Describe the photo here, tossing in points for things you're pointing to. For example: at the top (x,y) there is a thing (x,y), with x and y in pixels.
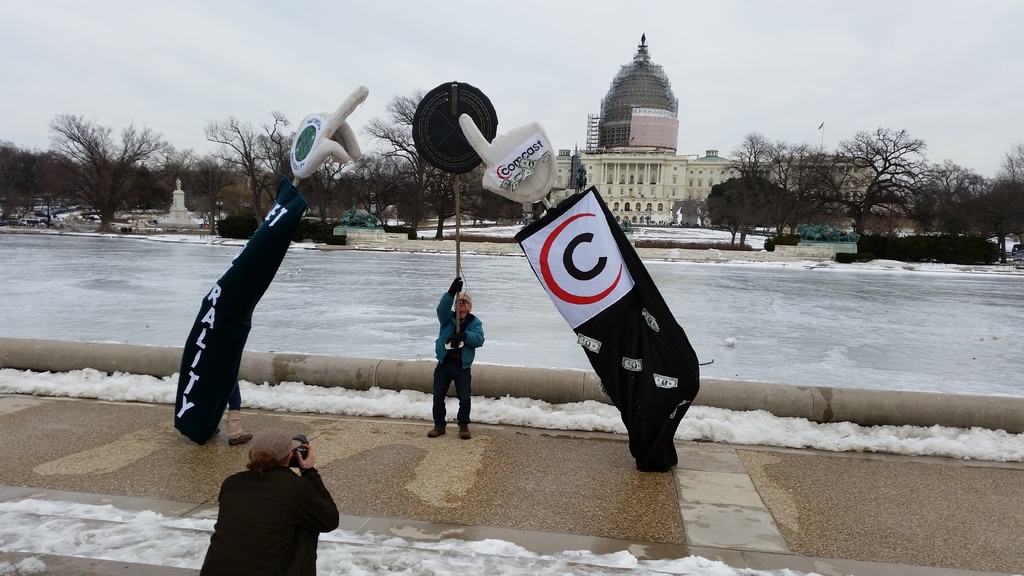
This image consists of a woman (471,358) wearing green jacket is holding a stick (456,328). At the bottom (231,541), there is a person (262,561) capturing the image. In the background (694,272), there is water (159,292) along with a building (637,161). And there are many trees (869,198).
